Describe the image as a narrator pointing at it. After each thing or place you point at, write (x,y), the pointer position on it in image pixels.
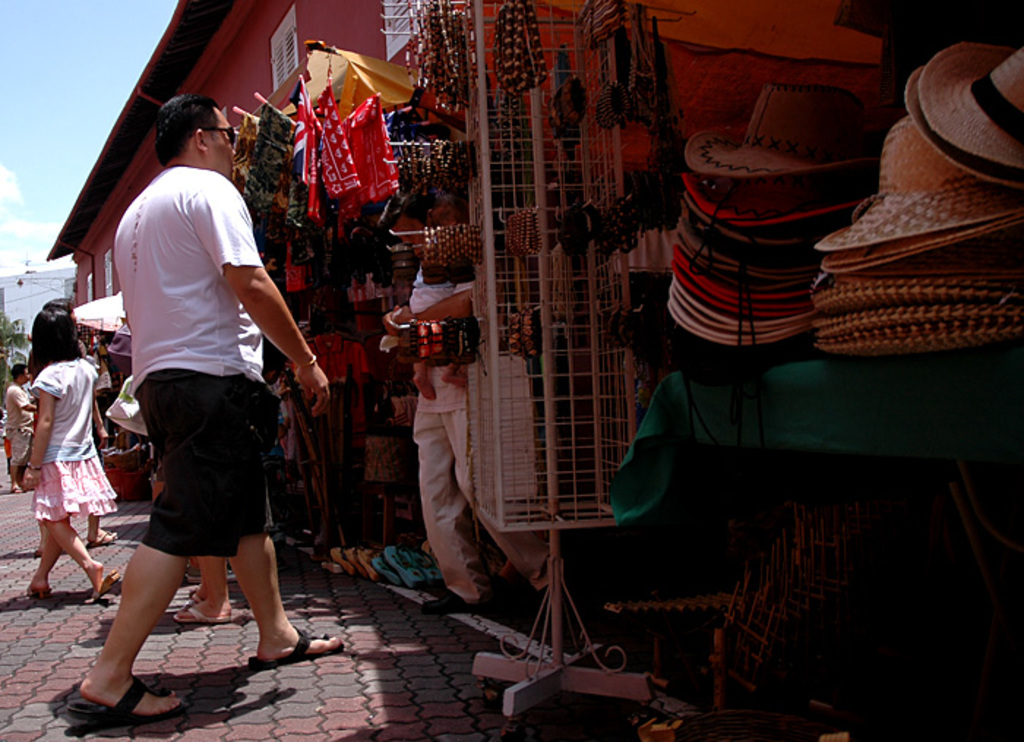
In this image I can see a crowd (91,492) and shops (509,384). On the top left (82,101) I can see the sky (86,94). This image is taken during a day on the street (281,675).
